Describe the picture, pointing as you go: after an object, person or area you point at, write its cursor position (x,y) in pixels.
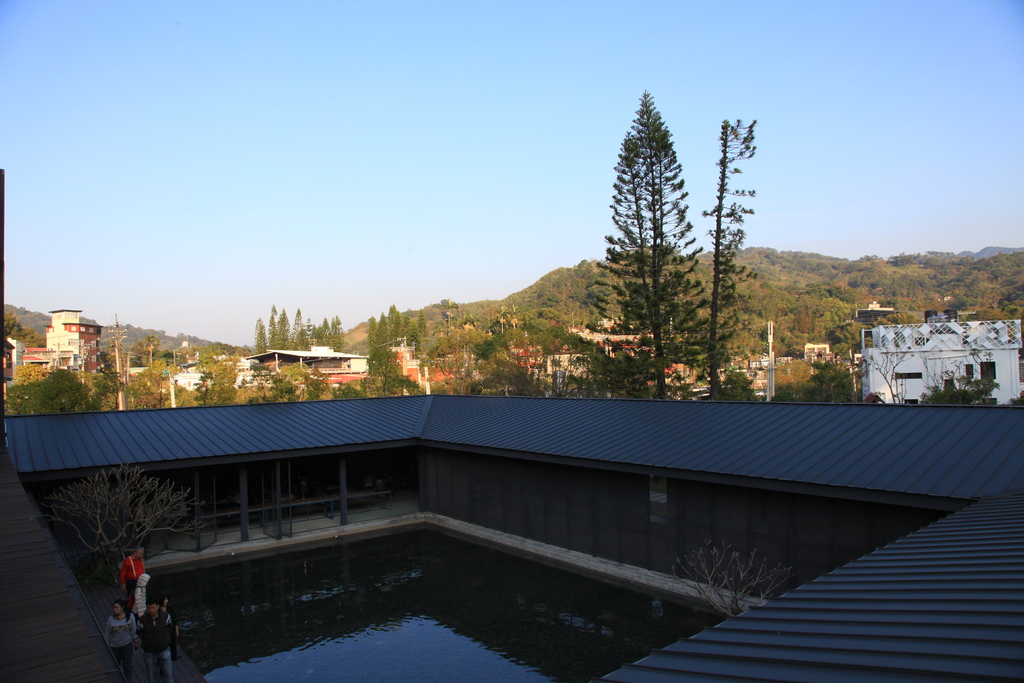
In this picture I can see water (286,598), there are group of people (134,560) standing, there are trees (294,394), houses (792,447), poles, hills (809,256), and in the background (471,145) there is sky (389,66).
